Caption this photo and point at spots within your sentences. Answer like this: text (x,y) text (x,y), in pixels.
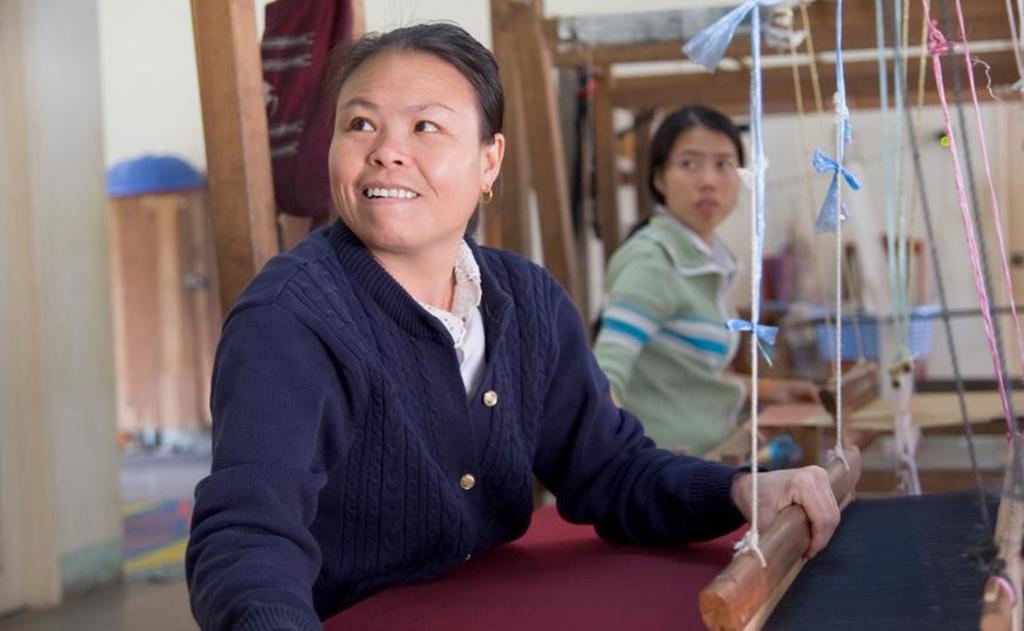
In this picture we can see a woman (579,374) loom weaving. There is another person (660,379) and a few objects (800,101) are visible in the background (708,82).
